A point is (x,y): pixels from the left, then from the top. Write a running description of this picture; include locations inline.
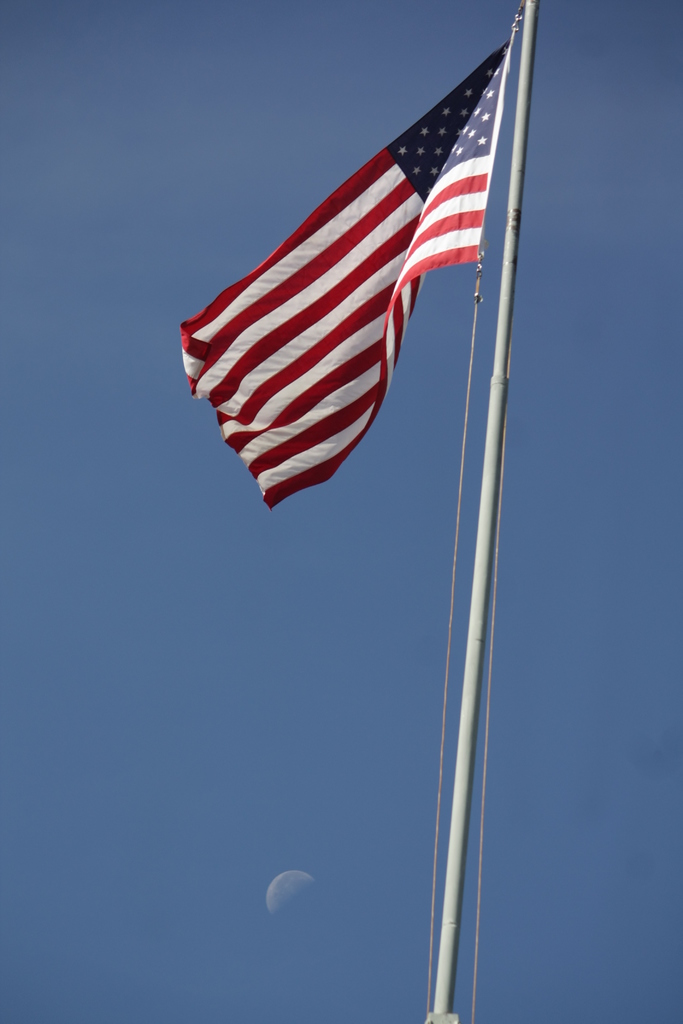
In this image there is a flag (255,287), behind the flag (296,470) there is a moon (293,887) in the sky (365,585).
